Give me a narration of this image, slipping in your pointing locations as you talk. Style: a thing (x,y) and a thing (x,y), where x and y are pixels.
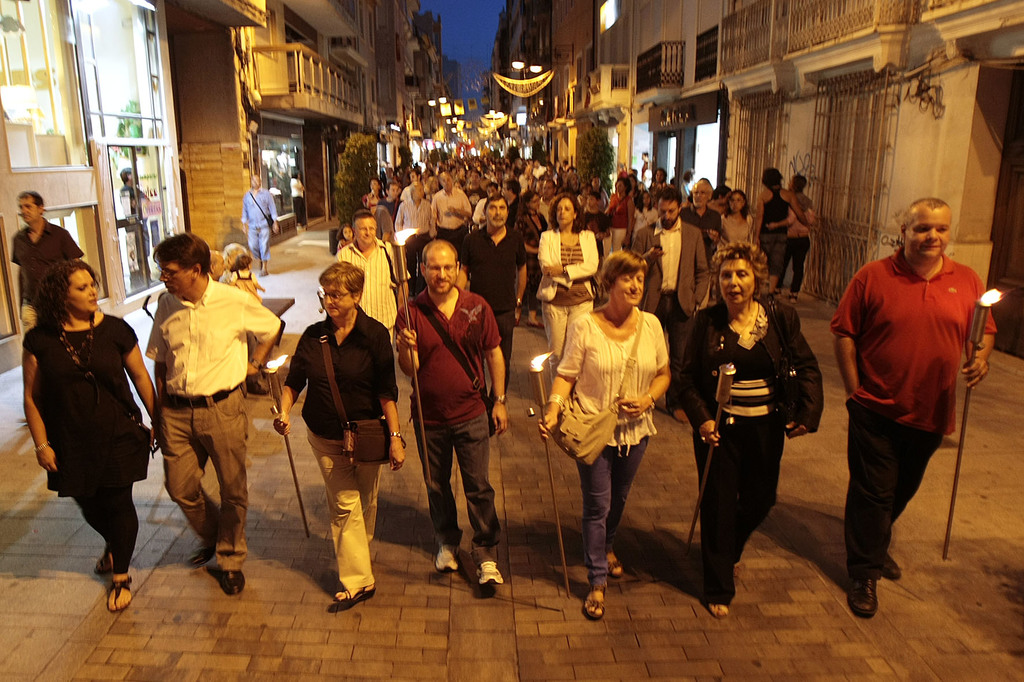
In this image few persons (734,532) are walking on the street lane (802,479). Front side of image few persons (432,447) are holding sticks (291,447) which are lighted with fire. A person (474,406) at the middle of image (446,396) is wearing red T-shirt (451,376) and he is carrying a bag (489,396). He is walking beside a person (348,361) wearing a black top (348,374) and he is carrying a bag (365,438). Few plants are on the pavement (311,235). Background (795,20) there are few buildings (508,29). Top of the image (489,30) there is sky (474,36).
